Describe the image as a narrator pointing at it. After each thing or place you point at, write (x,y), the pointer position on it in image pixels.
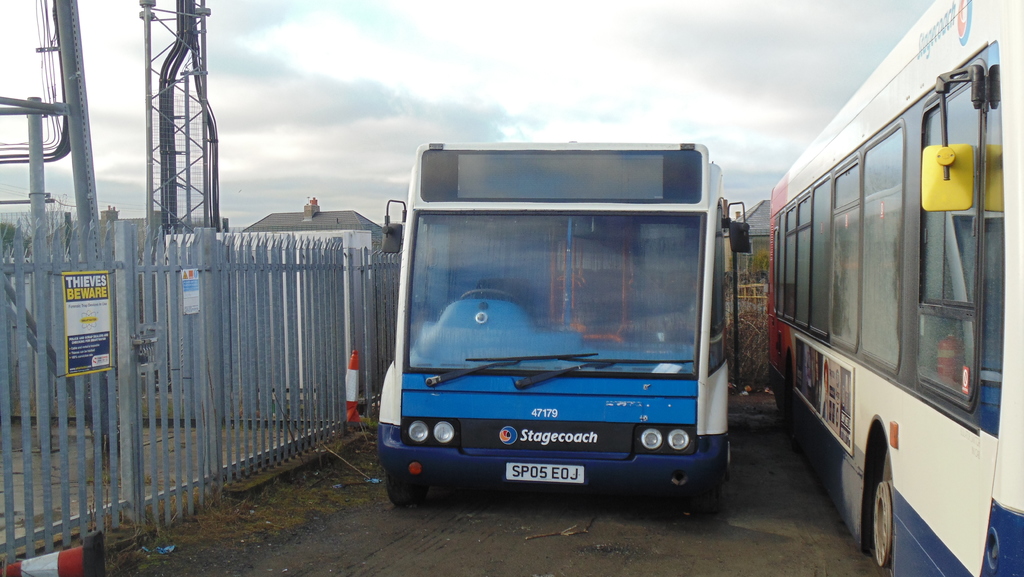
In this image, in the middle (583,300), we can see a vehicle (607,470) which is placed on the road (770,489). On the right side (918,179), we can see a vehicle (923,224) which is placed on the road (758,494). On the left side (201,381), we can see a metal grill (206,375), electric pole (83,193). In the background (301,229), we can see some houses (280,220), trees (763,289). At the top (545,65), we can see a sky (552,80) which is cloudy, at the bottom (308,513), we can see a land (167,557).
